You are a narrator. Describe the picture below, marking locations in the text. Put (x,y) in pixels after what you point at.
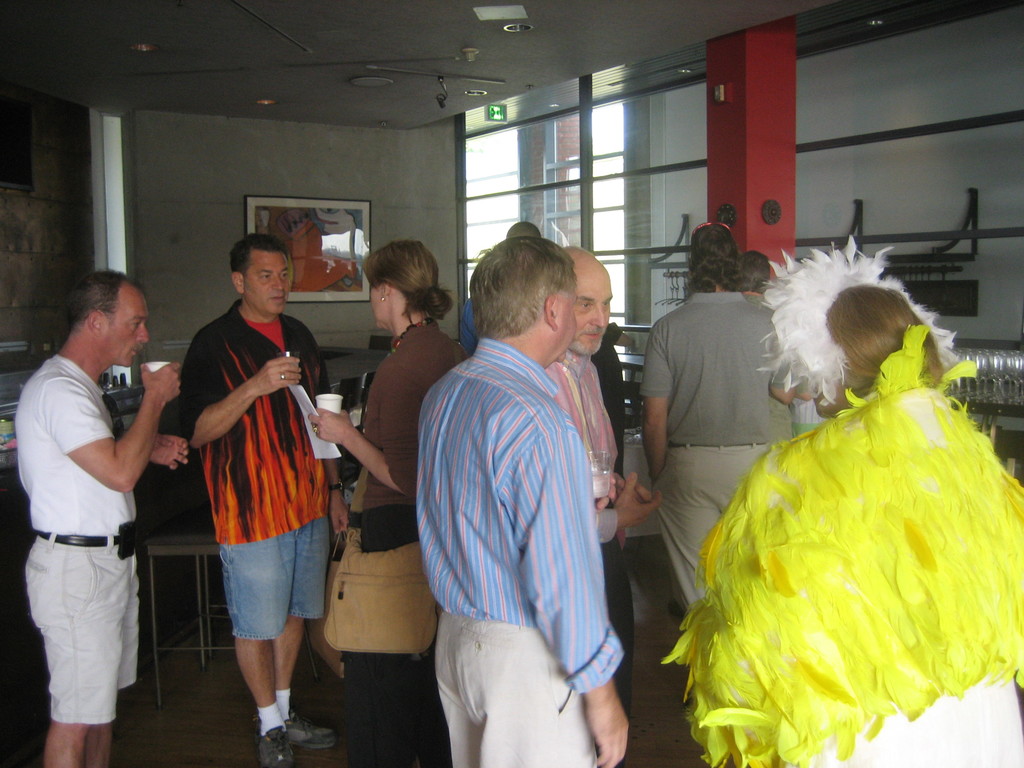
In this image, we can see there are persons (837,532) in different color dresses (968,510), standing. Some of them are holding glasses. In the background (344,237), there is a photo frame (331,243) attached to the wall (214,200), there is a glass window (594,188), a red color pillar (752,99) and other objects (950,284).
